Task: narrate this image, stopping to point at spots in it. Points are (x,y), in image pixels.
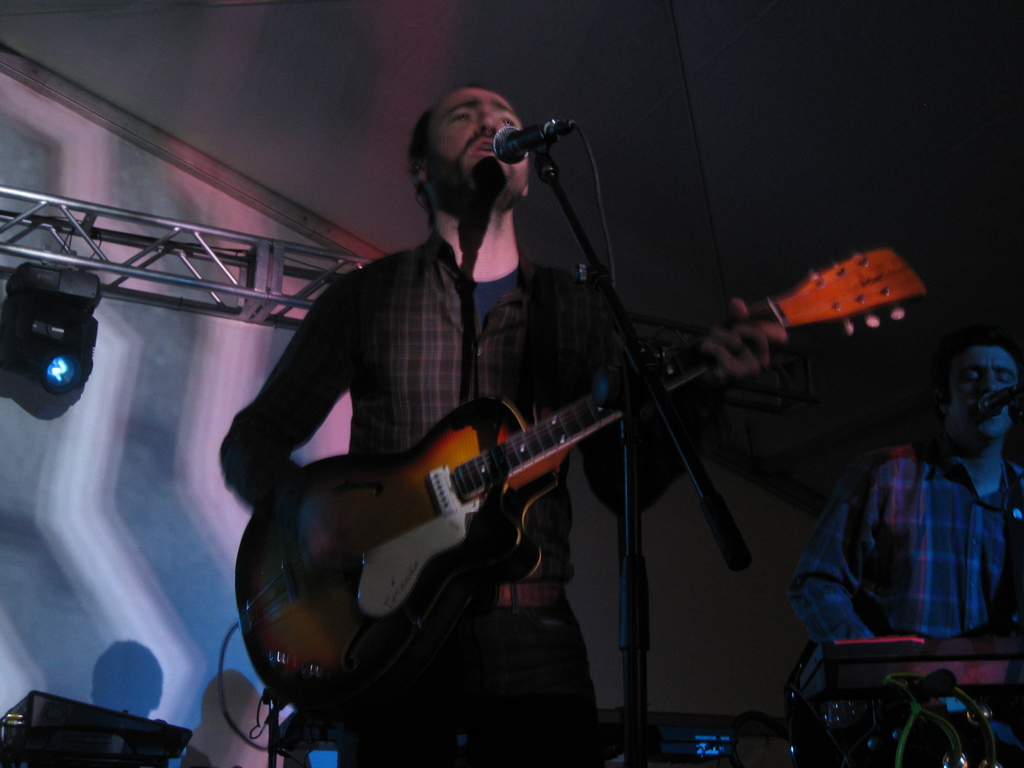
Here we can see a person (498,116) is standing and singing, and holding a guitar (462,520) in his hands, and in front (633,334) here is the microphone (548,128) and stand (609,295), and here a person (916,459) is playing piano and singing.
